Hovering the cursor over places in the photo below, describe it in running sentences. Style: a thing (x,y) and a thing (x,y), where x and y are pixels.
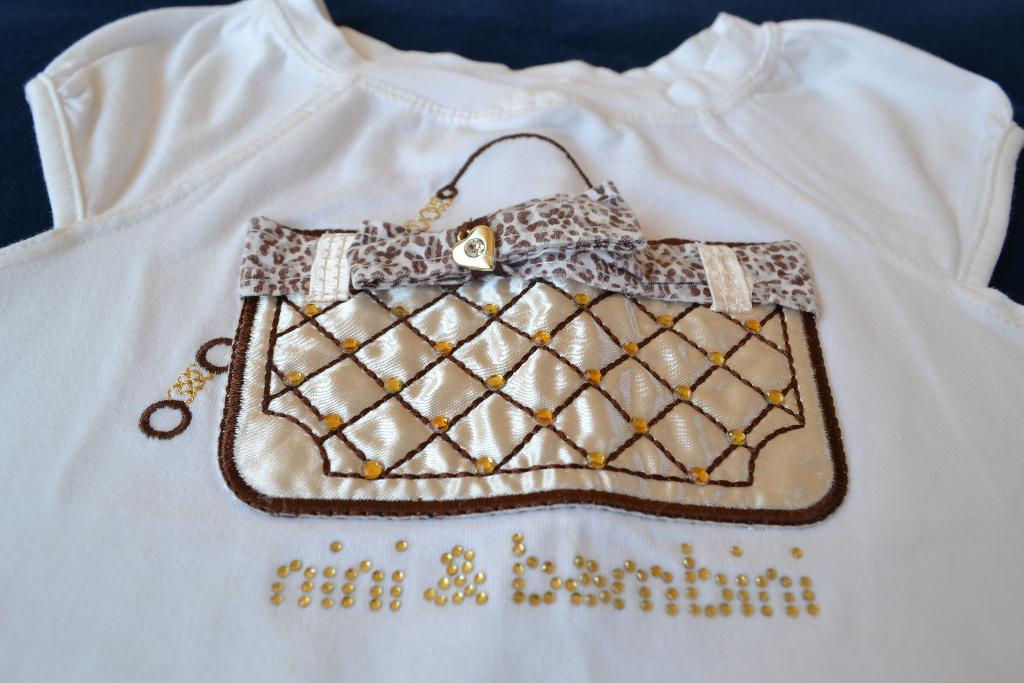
In the picture I can see a white color dress (528,359) which has a design (472,449) and something written on it.
